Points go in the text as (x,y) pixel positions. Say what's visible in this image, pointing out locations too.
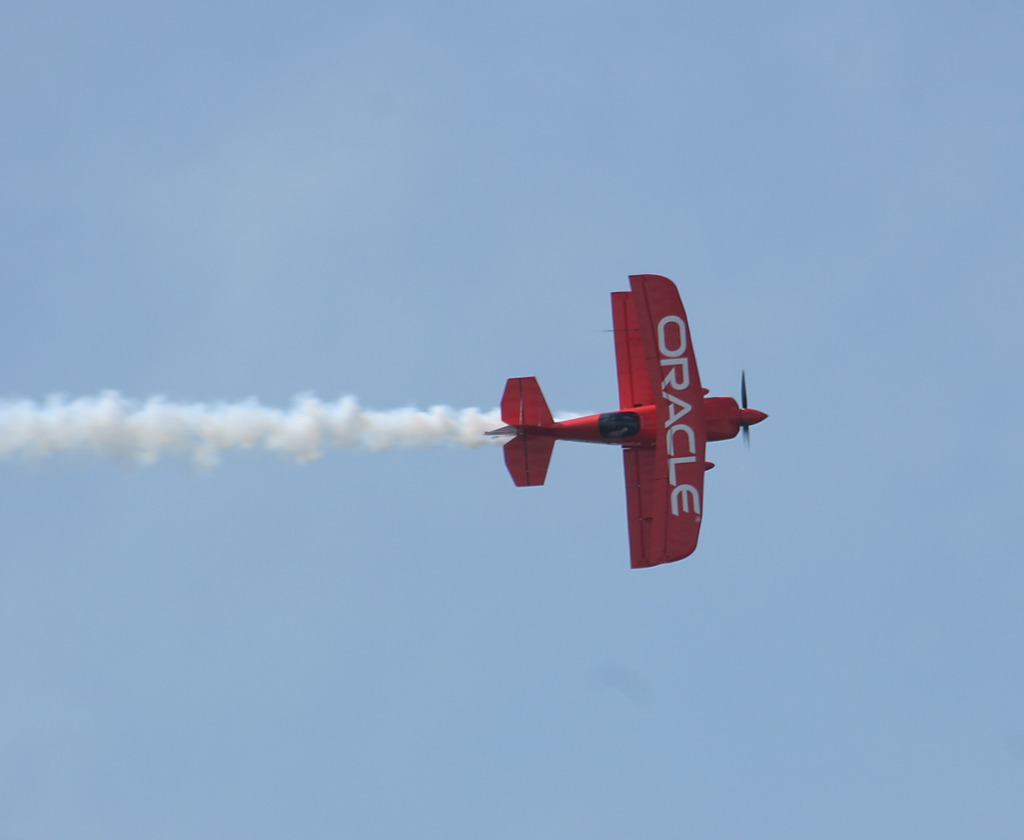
In the center of the image (558,438) we can see aeroplane (580,427). In the background (510,480) there is a sky (1002,83).
